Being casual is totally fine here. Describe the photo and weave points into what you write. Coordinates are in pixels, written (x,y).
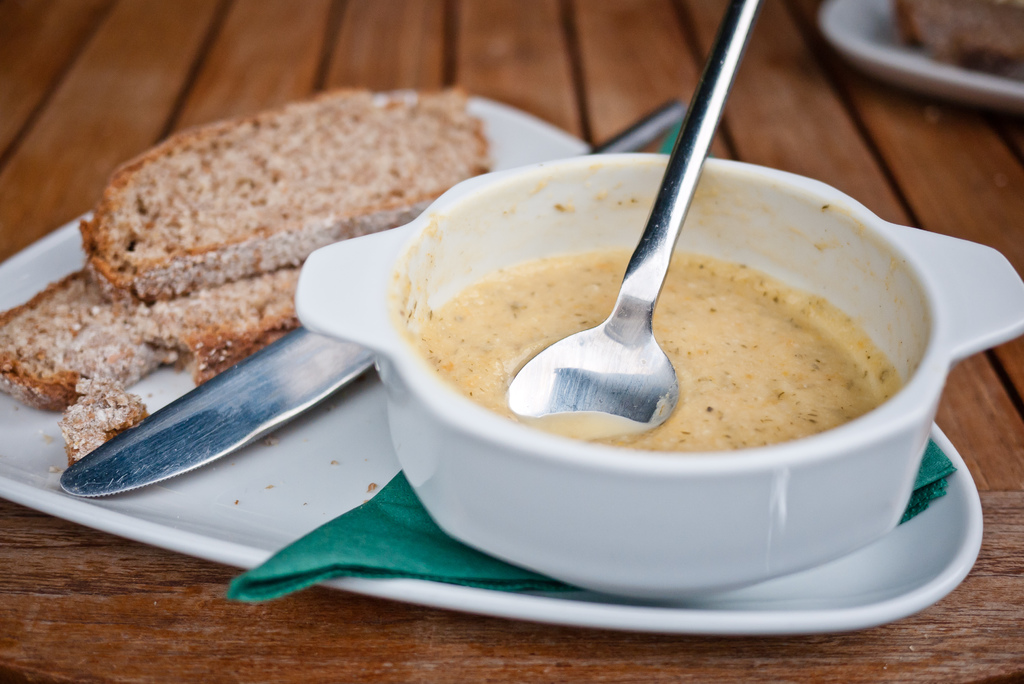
In this image I can see a white colour plate (312,451), a white colour cup (315,302), two breads (62,393), a knife (188,396), a green colour thing (378,573) and a spoon (580,334). I can also see cream colour thing (599,270) in the cup (801,280). On the top right corner of this image (901,81) I can see one more plate (962,86) and a brown colour thing (929,27) in it.
